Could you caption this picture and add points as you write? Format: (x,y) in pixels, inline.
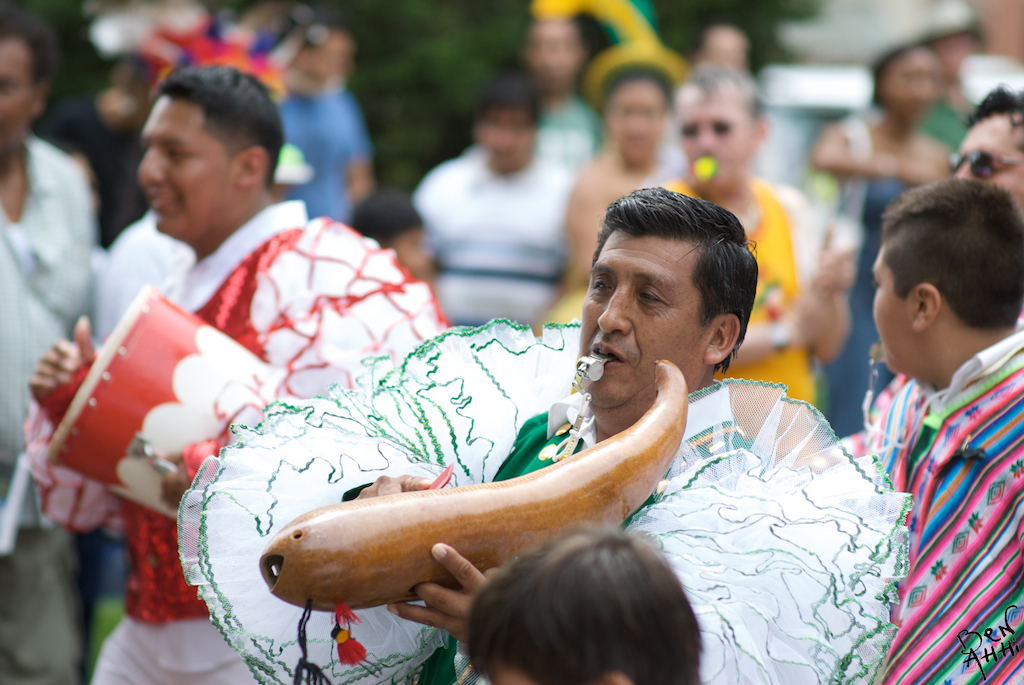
In this image I can see people (52,519) playing musical instruments (496,554). There are trees (375,29) at the back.
